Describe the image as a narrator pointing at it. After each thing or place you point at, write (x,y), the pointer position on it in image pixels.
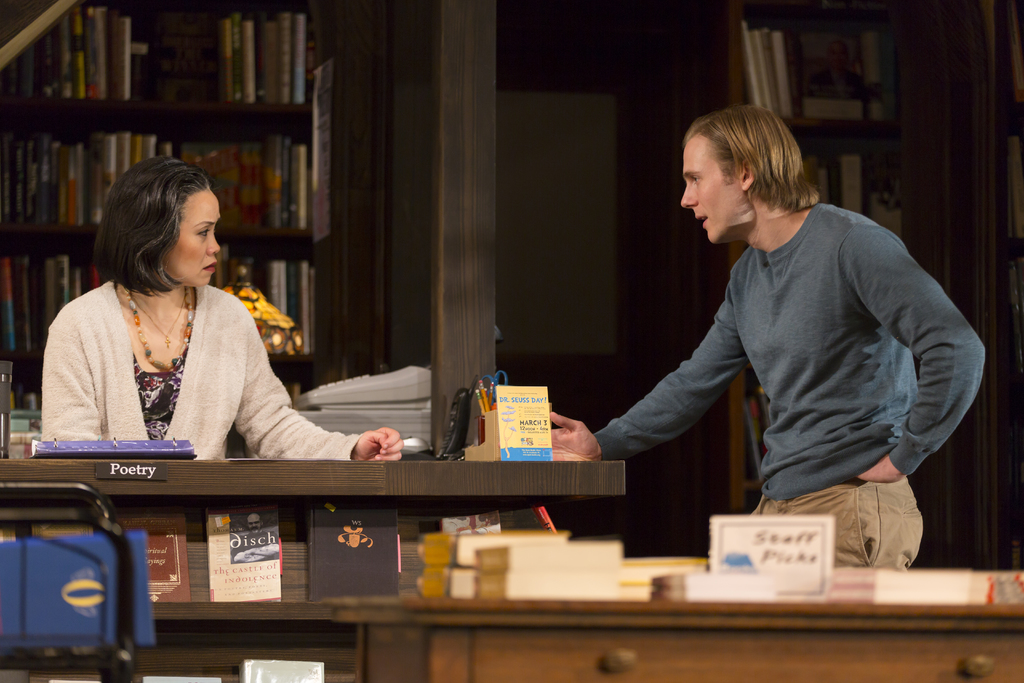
In this picture we can see a man (820,398) and a woman (249,374) here, in the background (227,150) we can see rack (207,99), there are some books (221,168) on the rack (215,122), we can see a table (401,609) here, there are some books (184,561) here, we can see a board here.
